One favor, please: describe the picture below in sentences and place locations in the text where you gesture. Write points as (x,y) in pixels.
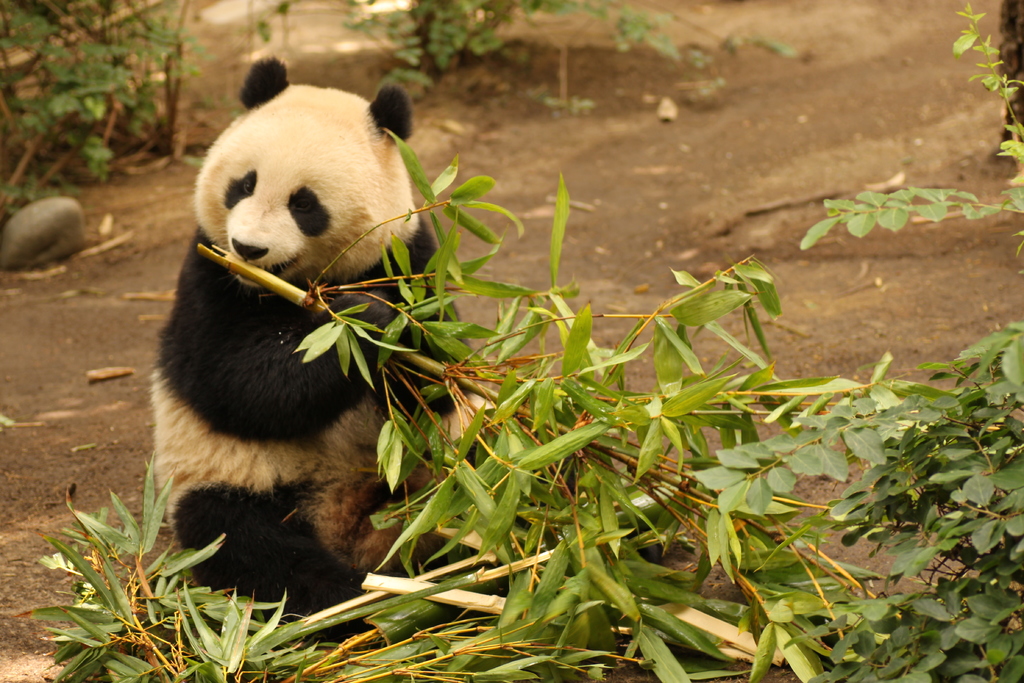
In the image we can see a panda (272,323), white and black in color. Here we can see leaves (546,533) and stone (62,234).
